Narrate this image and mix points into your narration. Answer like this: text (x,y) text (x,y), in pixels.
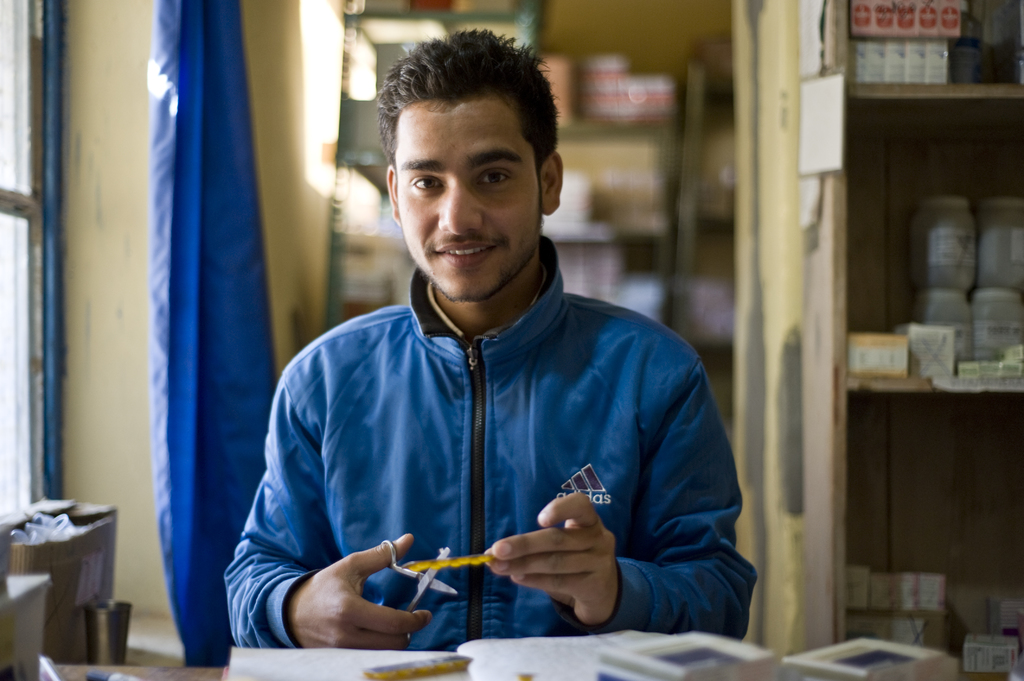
In this picture there is a man (543,465) who is wearing a blue jacket (445,604). He is holding a scissor (419,574) in his hand (362,570). There are few bottles (960,294) in the shelf (848,470). There is a box (68,609) and a cup (118,652) on the desk (156,669).
